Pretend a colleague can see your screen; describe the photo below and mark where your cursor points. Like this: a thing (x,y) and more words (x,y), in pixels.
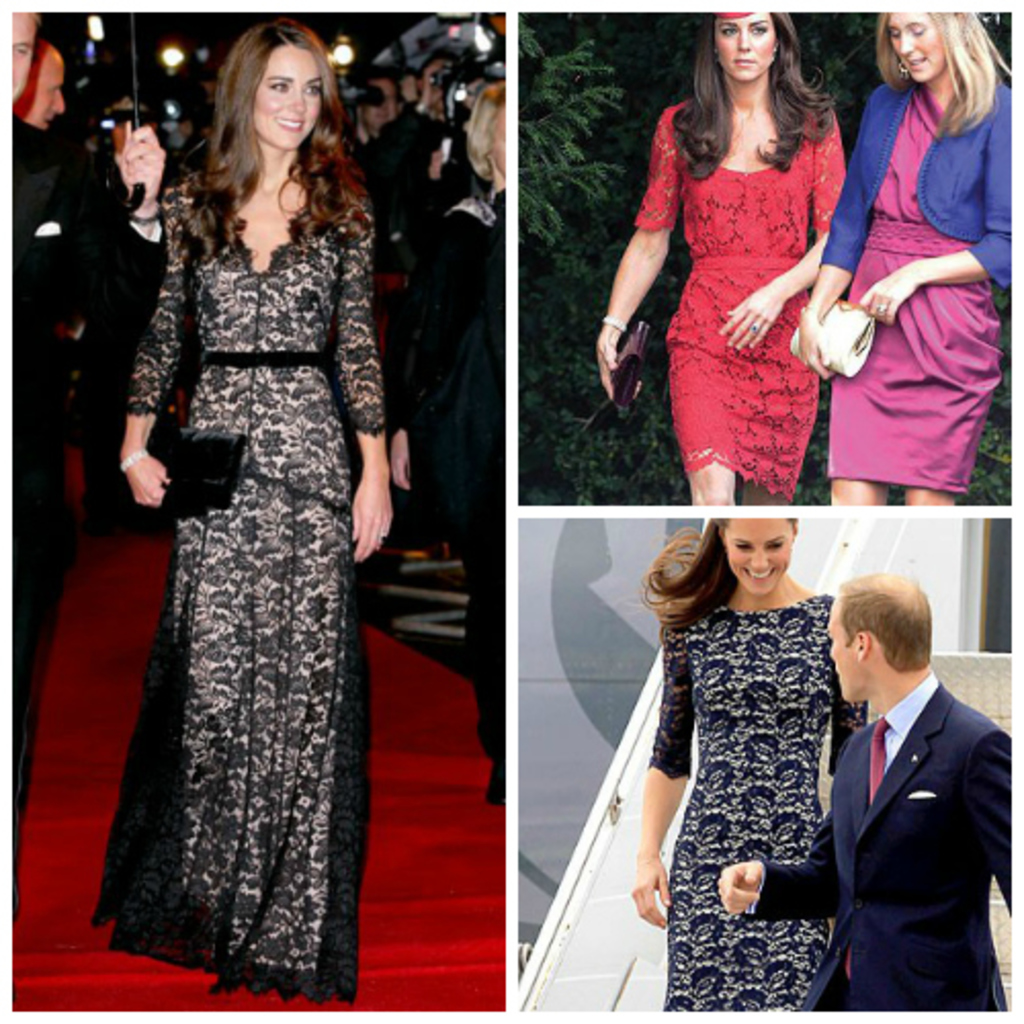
It is a photo collage, on the left side (312,721) a beautiful woman (304,739) is walking on the red carpet (371,790), she wore a black color dress (306,440). On the right side (766,359) 2 women (809,259) are walking, at the bottom (732,792) a man (918,780) and a woman (795,729) are walking from the steps (1005,656).
